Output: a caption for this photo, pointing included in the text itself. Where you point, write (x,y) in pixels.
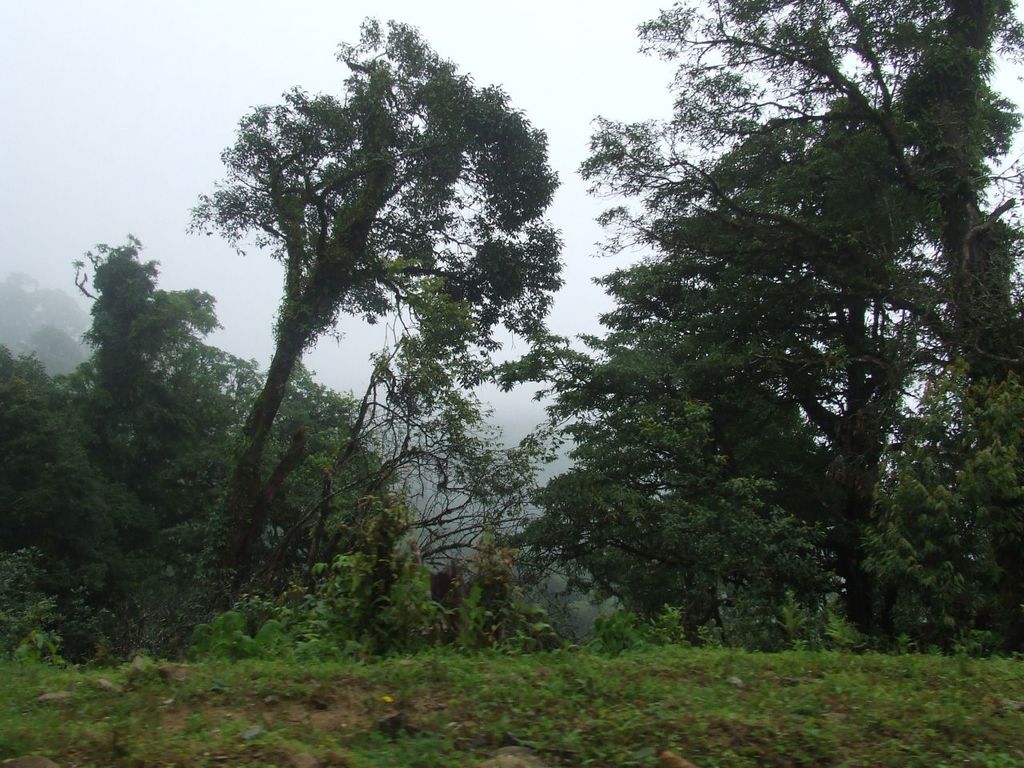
In this image, we can see trees (517,503). At the top (145,122), there is sky (145,122) and at the bottom (444,666), there is ground (415,704).
